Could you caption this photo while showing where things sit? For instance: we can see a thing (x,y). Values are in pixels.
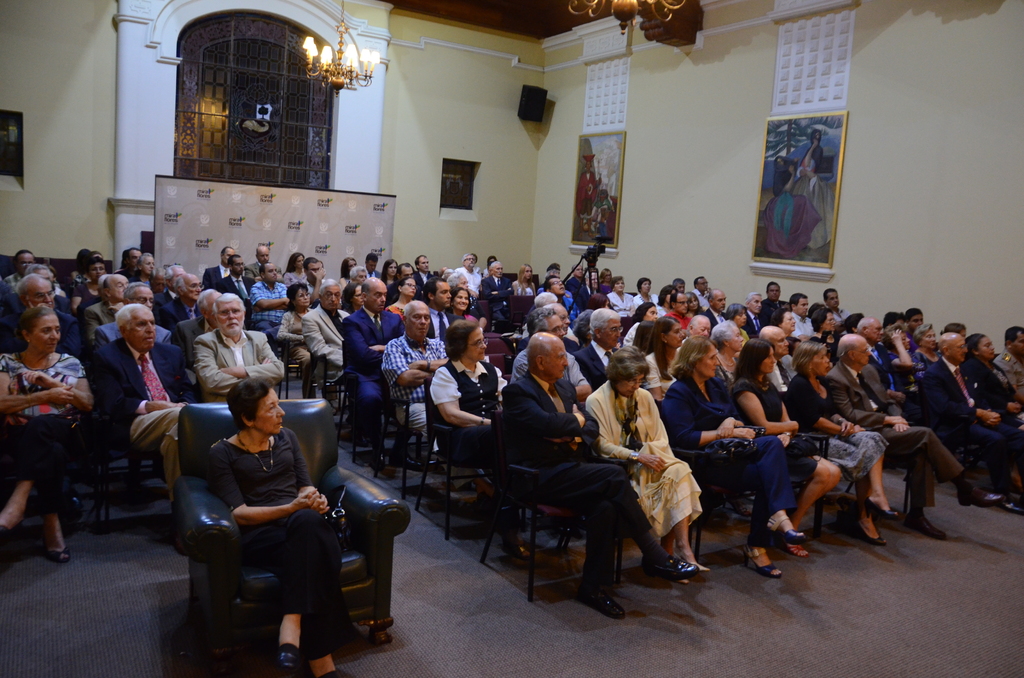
This picture is clicked inside. In the foreground (407,294) we can see the group of people (494,388) sitting on the chairs (356,473). In the background (257,127) we can see a window (277,126), picture frames (779,200) hanging on the wall (882,129) and a speaker (536,105) which is wall mounted. At the top (517,13) there is a roof (528,20) and the chandeliers (626,25).
